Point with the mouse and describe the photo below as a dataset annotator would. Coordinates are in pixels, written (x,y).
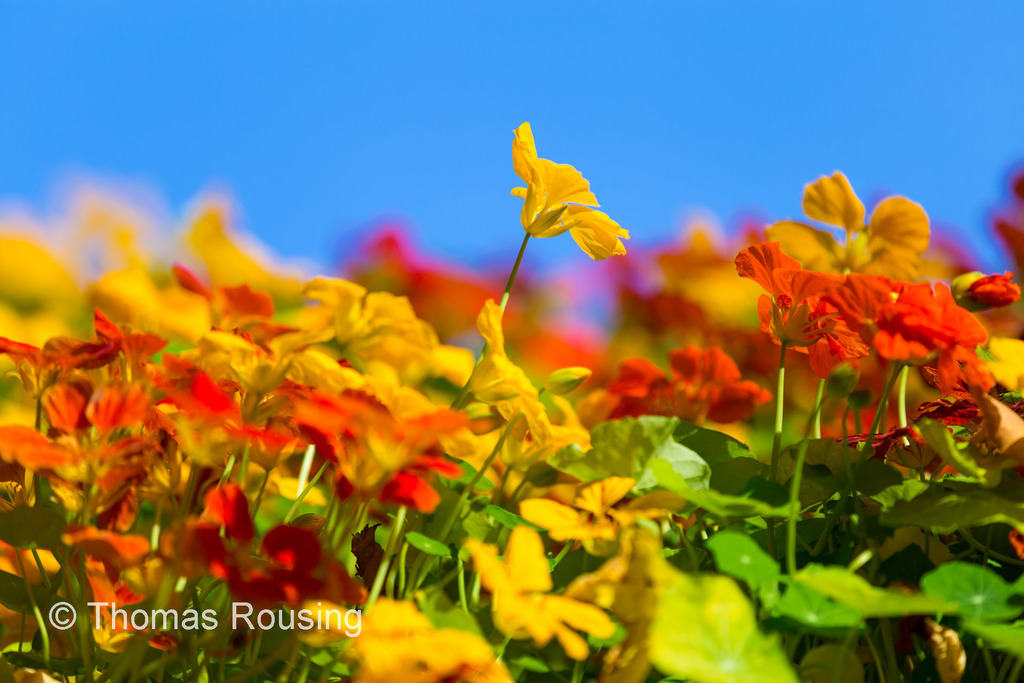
In this picture there are flowers (519,349) on the plants (682,583) and the flowers (368,478) are in yellow and in red colors. At the top (557,153) there is sky (557,153). At the bottom left (249,623) there is a text (207,612).
